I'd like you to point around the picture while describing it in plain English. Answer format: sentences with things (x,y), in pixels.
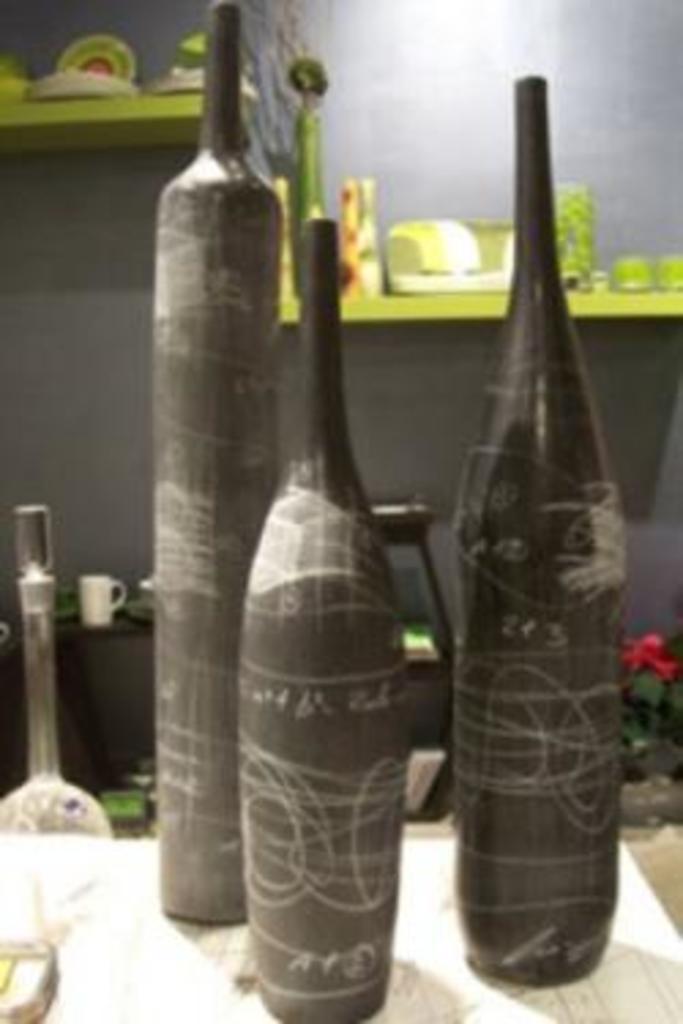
In the image there are few black bottles (220,477) on a table (421,941) and behind it there is shelf (466,293) to the wall (148,235) with bowls (482,246), cups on it and below there is a plant (654,750) on the right side (670,682) and table (78,652) on the left side (76,621).
